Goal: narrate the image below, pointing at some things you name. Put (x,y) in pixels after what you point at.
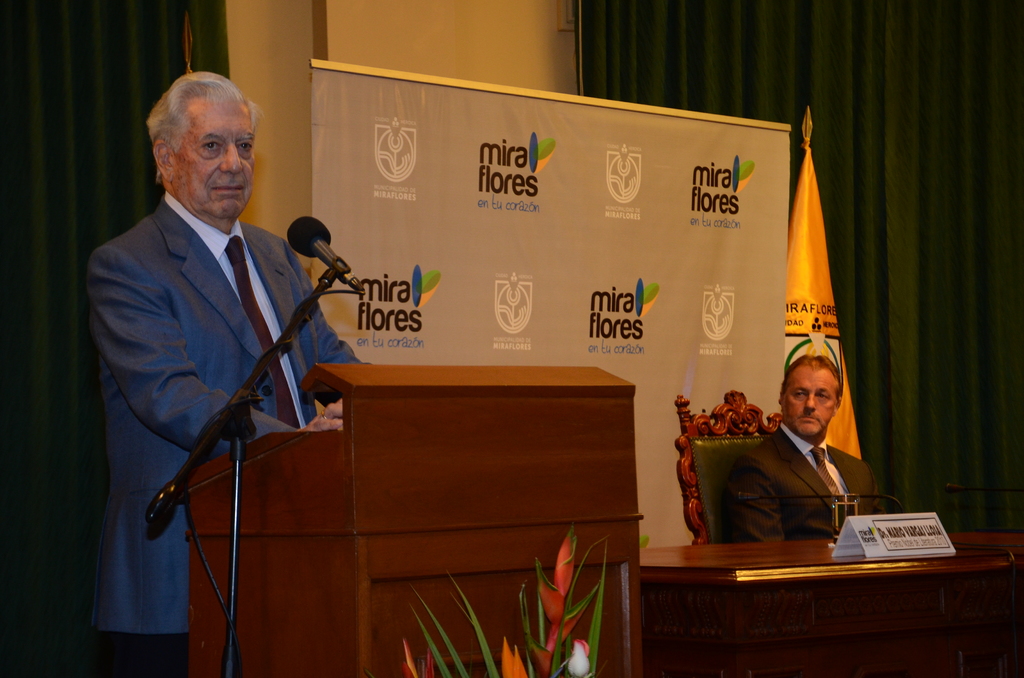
There is a Mic (220,426) on the left side of this image (200,451) and there is one person (236,285) standing beside to this Mic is wearing a blazer (187,292). There is one other person (771,455) sitting on the chair (717,477) is on the right side of this image (784,465). There is a flag (824,310) and a poster (484,268) in the middle of this image (645,300). There is a wall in the background (568,85). As we can see there is a curtain (108,80) on the left side of this image (112,98) and right side of this image (850,110) as well.
